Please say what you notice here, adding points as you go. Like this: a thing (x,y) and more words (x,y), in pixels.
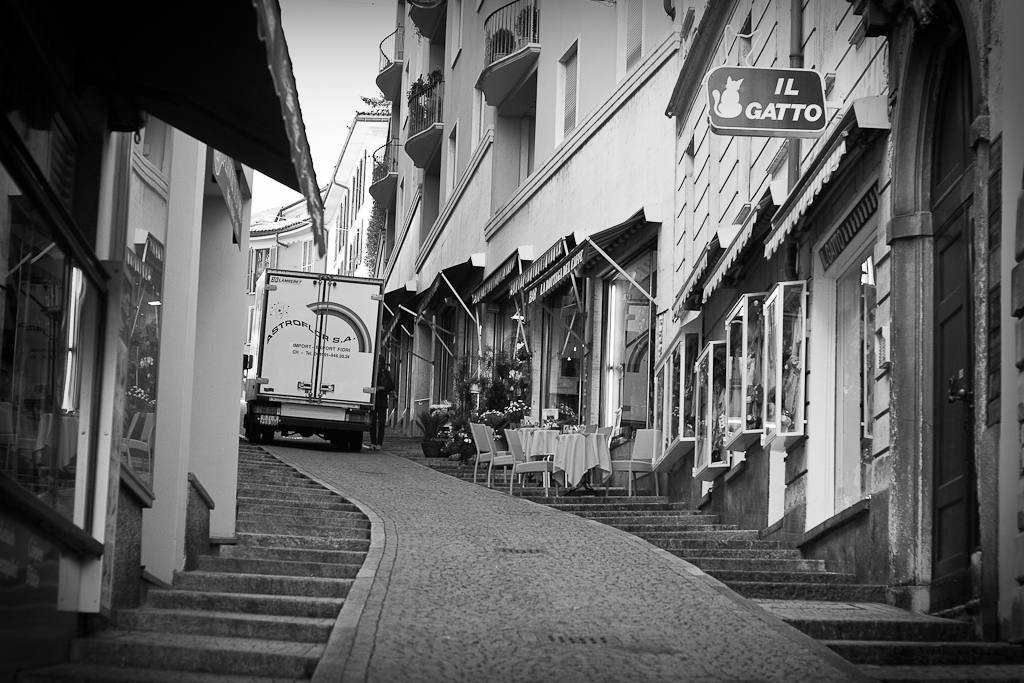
It looks like a black and white picture. We can see a vehicle (343,385) and a person (381,391) on the walkway (372,461). On the left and right side of the vehicle (335,292) there are buildings (550,174). On the right side of the walkway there are chairs (517,453), tablecloths (538,443), plants (499,406), pots (428,448), a board (786,102) and some objects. At the top of the image (334,74) there is the sky (319,101).
